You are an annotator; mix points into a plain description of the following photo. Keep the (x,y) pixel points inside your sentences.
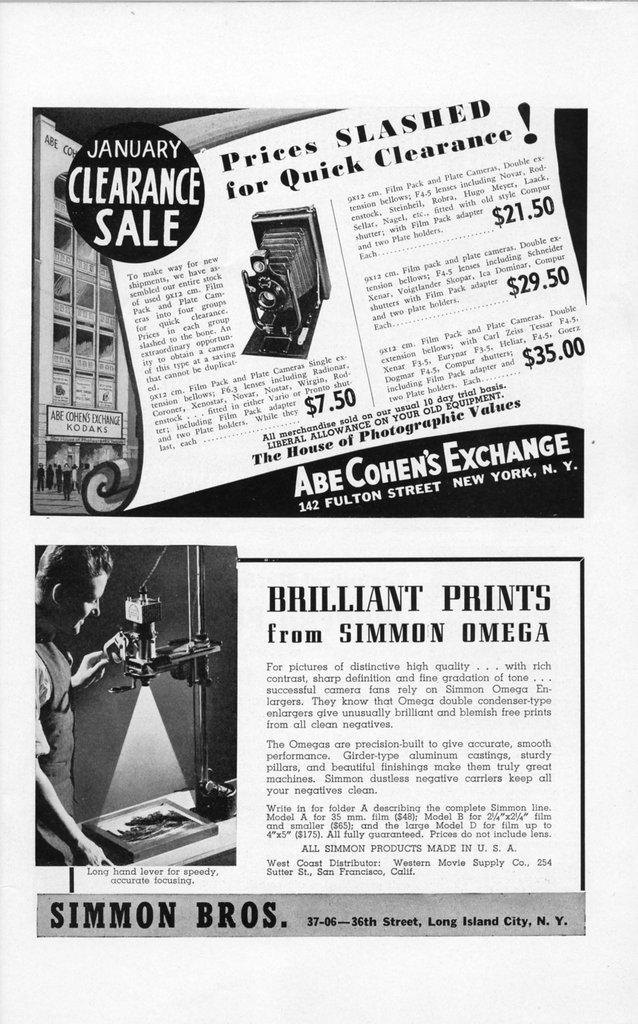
This is an edited image. At the top (308,334) we can see the picture of some object (294,272) and the picture of a building (95,399) and group of persons (60,469) and we can see the picture of a person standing and seems to be working and there are some objects (204,834) placed on the top of the table (225,820) and we can see the text (230,330) on the image.
